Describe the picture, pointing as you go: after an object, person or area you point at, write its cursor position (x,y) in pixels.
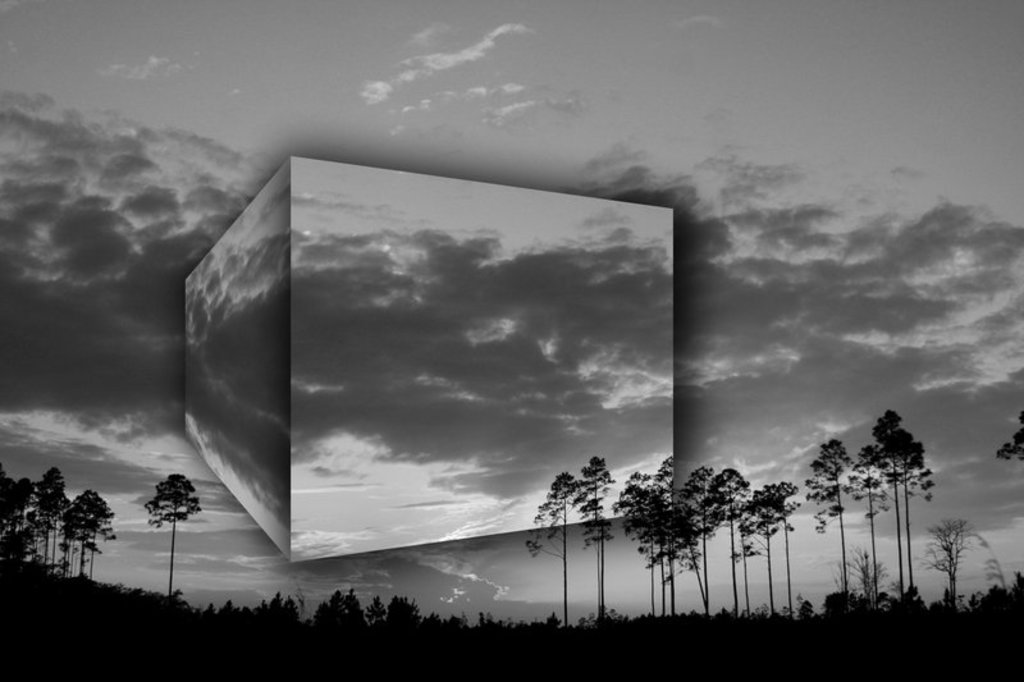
In this picture I can see there are plants (609,639), trees (175,521) and the sky (483,175) is cloudy.
